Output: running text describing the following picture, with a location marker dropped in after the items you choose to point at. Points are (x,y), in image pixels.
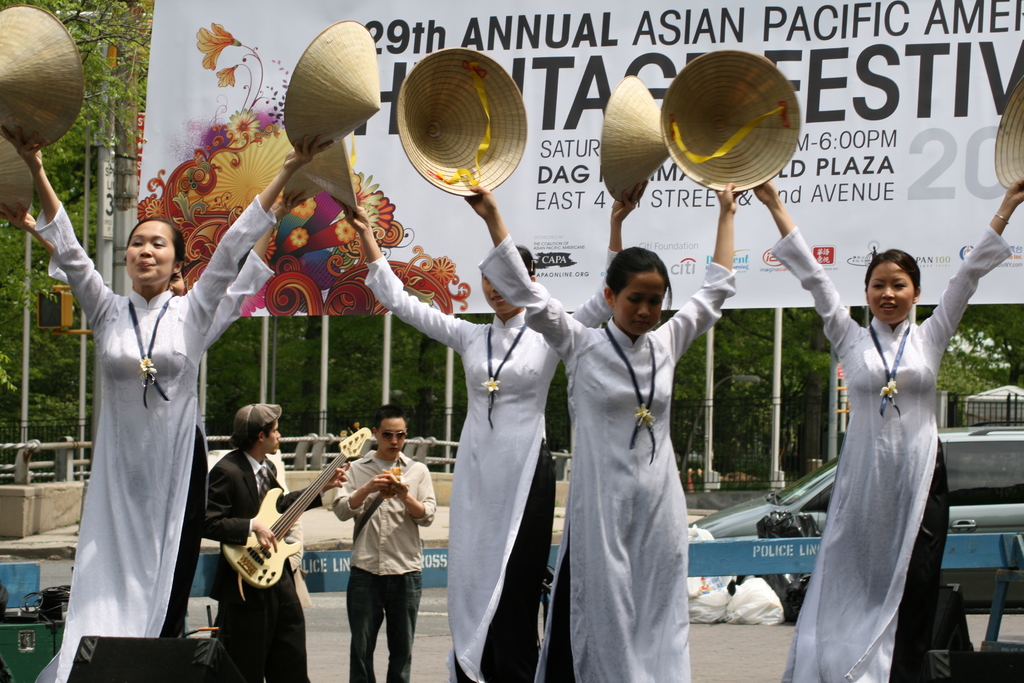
As we can see in the image, there is a tree (108,123), banner (240,33), fence (301,460), car (746,528) on road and few people (673,499) standing over here and the man (270,481) who is standing here is holding guitar (284,526).
